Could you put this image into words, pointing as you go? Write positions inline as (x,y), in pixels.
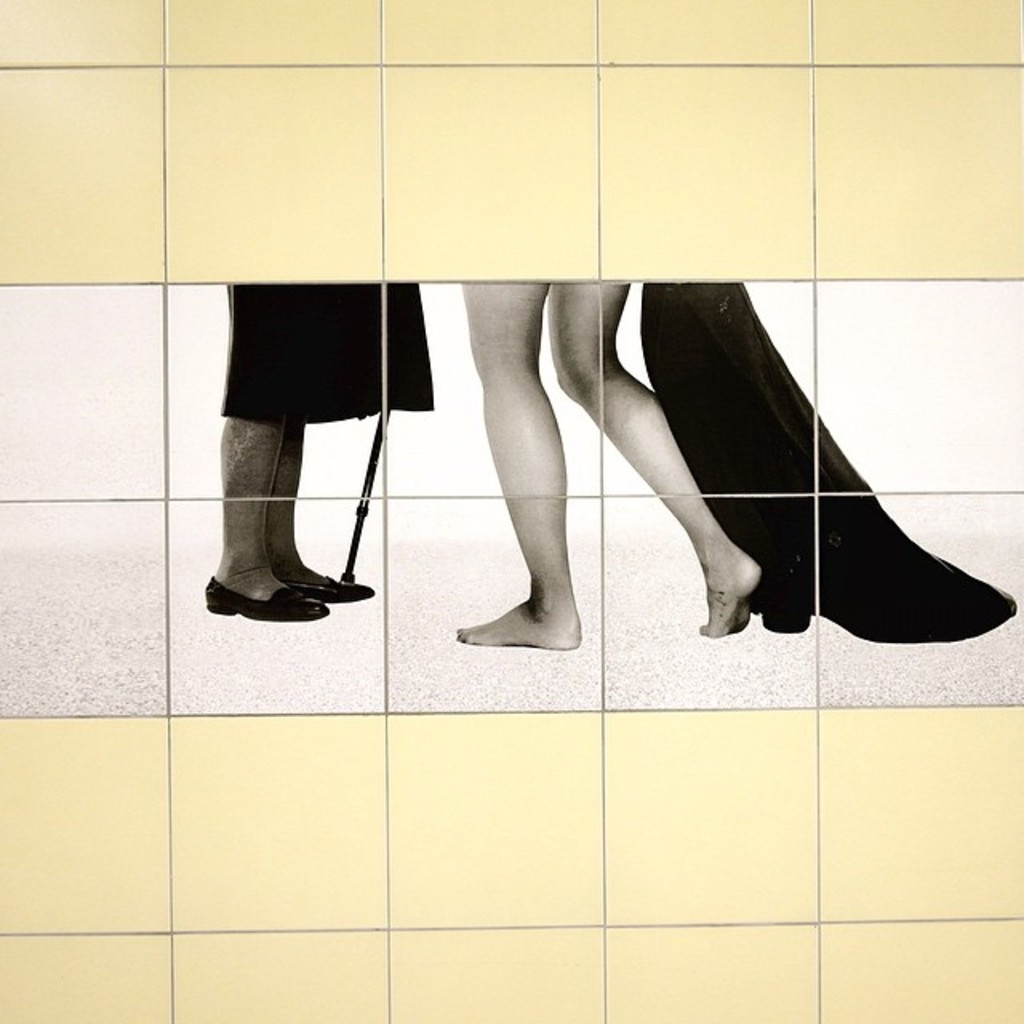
In this picture we can see the wall (620,940) with tiles (180,427) and on this wall (633,111) we can see two people legs (235,552), stick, cloth (800,584).
